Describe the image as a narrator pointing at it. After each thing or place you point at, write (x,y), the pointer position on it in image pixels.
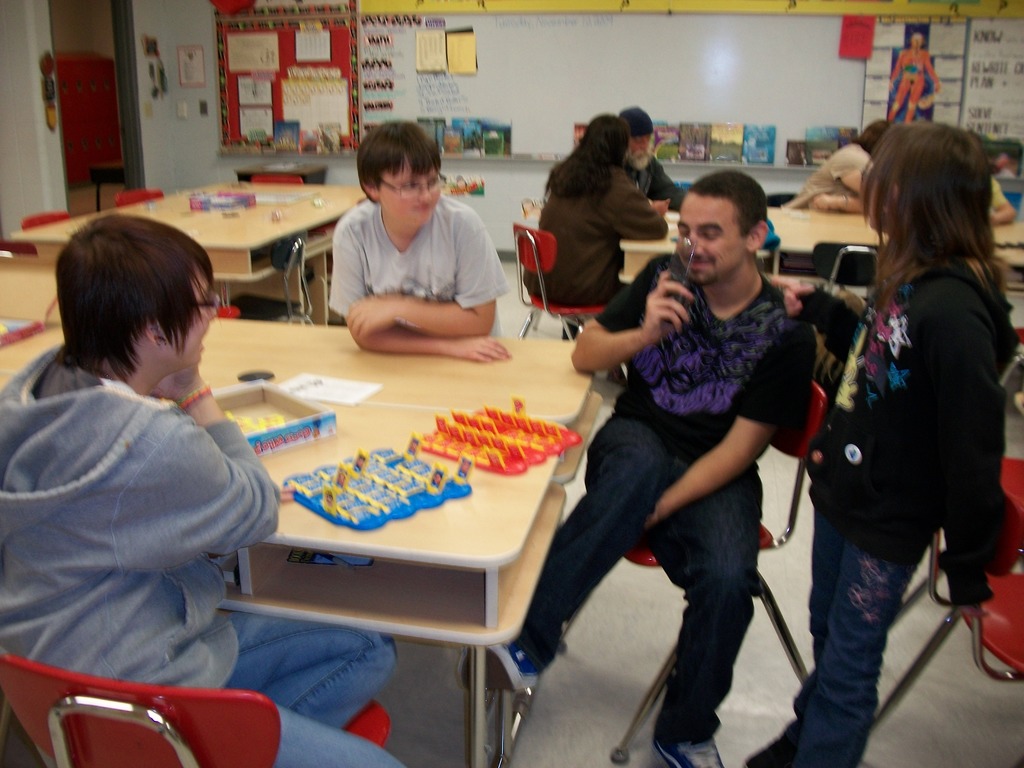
In this image we can see the persons (201,631) sitting on the chairs (233,733) which are on the floor (896,767) and we can also see some objects (461,433) and a box (277,401), paper (344,399) on the wooden table (402,422). There is a girl (916,192) standing. In the background (209,218) we can also see the tables (209,218), chairs (288,177), people (567,206) and also the papers (304,56) with text (330,93) attached to the wall (182,93). We can also see some books (454,130) on the counter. Posters (909,49) are also visible in this image.
